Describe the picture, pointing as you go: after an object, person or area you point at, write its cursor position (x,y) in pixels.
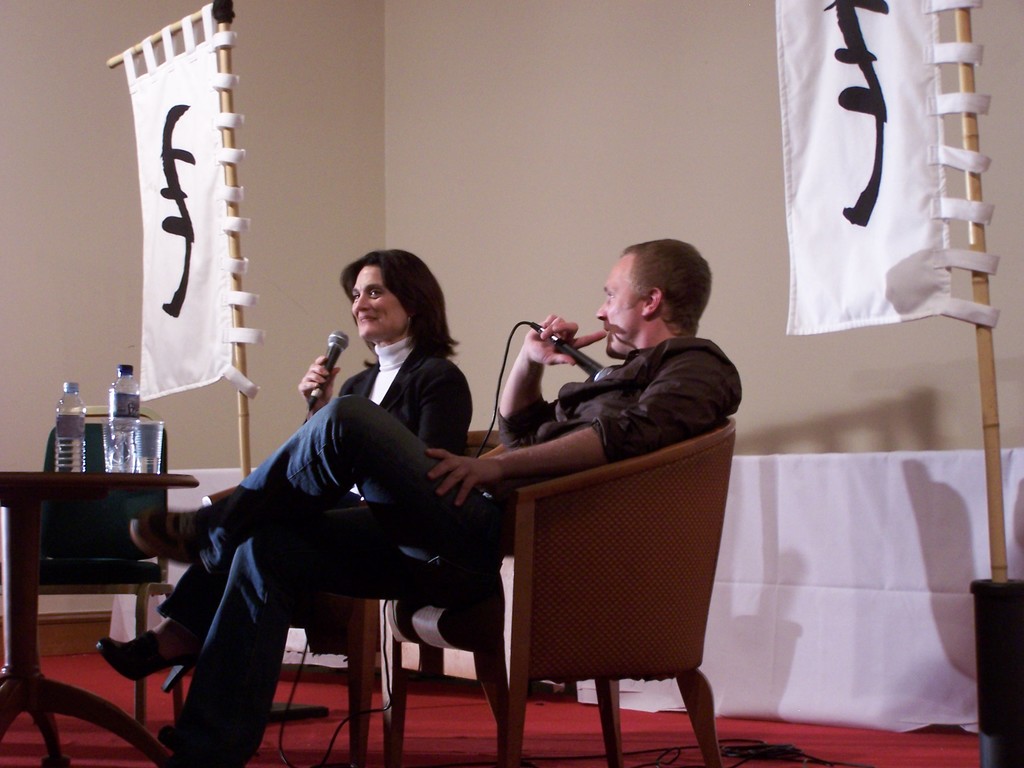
In this picture there is a conference going on. In the center of the picture (452,483) there are chairs (534,493), people (371,382), mics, table (162,481), bottles (116,396), glasses (142,425), banners (209,208) and other object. In the background (850,508) there is a white color curtain (737,485) and a wall (383,103) painted beige.
